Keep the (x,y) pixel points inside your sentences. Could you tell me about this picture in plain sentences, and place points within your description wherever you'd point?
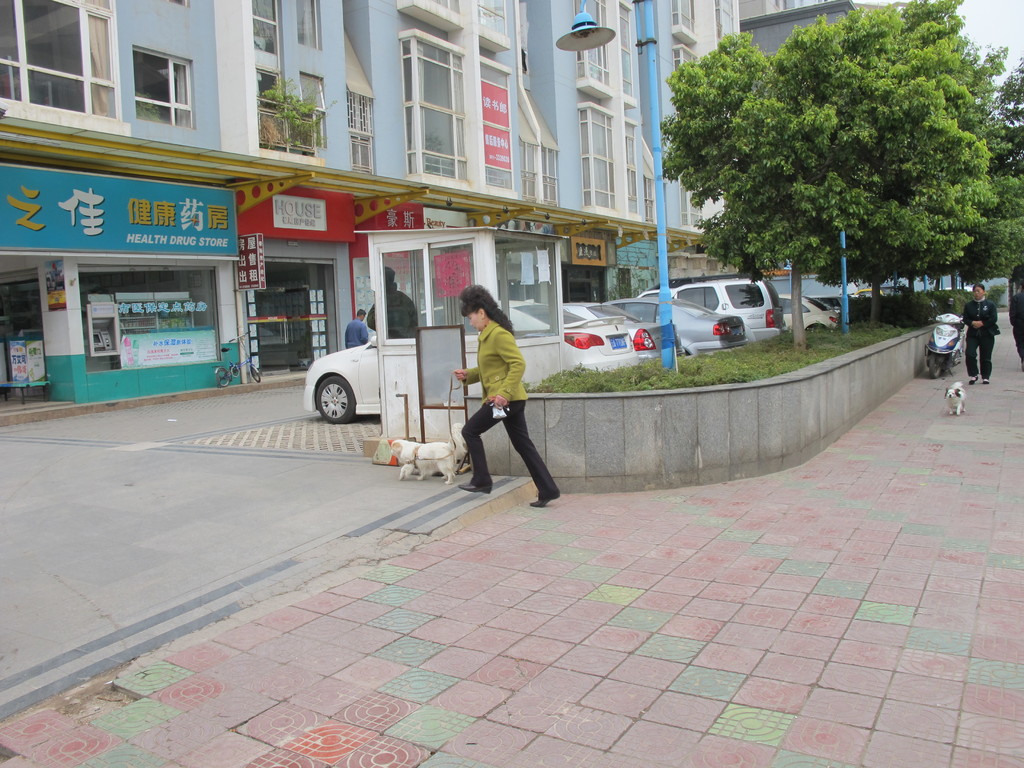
To this building (400,90) there are windows (109,52). Here we can see stores (331,185). In-front of this building (598,101) there are trees (851,102), light poles (846,270), vehicles (572,341) and people (970,342). Here we can see a dog (953,403).
